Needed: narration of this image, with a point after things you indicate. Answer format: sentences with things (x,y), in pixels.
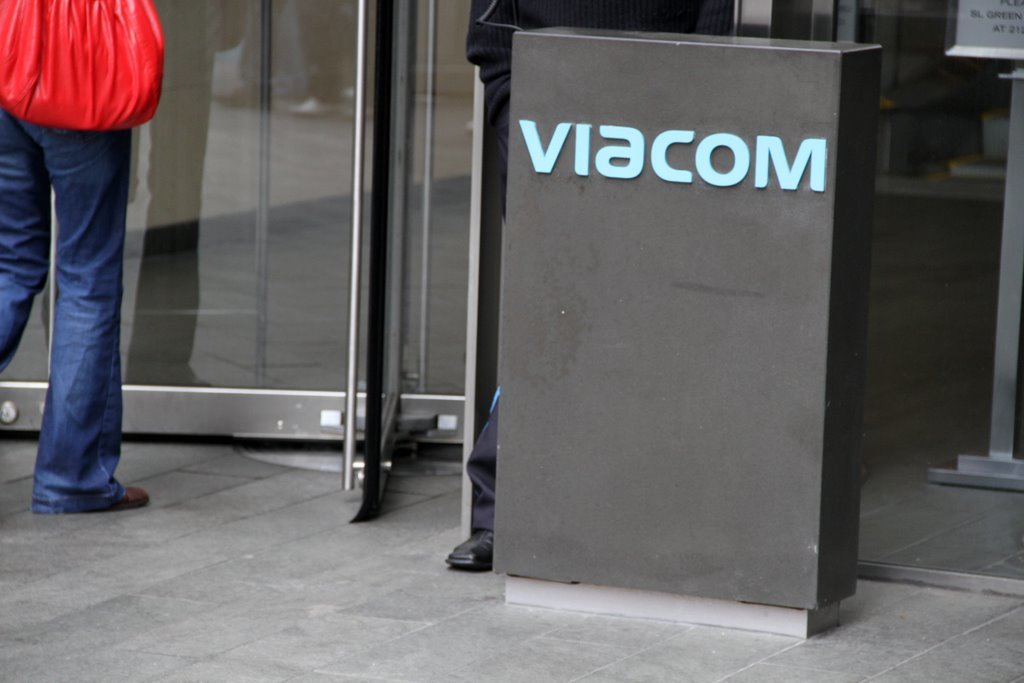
In this picture we can see a person (100,301) on the left side (100,299), this person (92,218) is carrying a bag (93,87), on the right side (694,202) there is a podium (582,330), we can see a board (999,24) at the right top of the picture (1015,34), there is another person (478,464) in the middle (482,440).
